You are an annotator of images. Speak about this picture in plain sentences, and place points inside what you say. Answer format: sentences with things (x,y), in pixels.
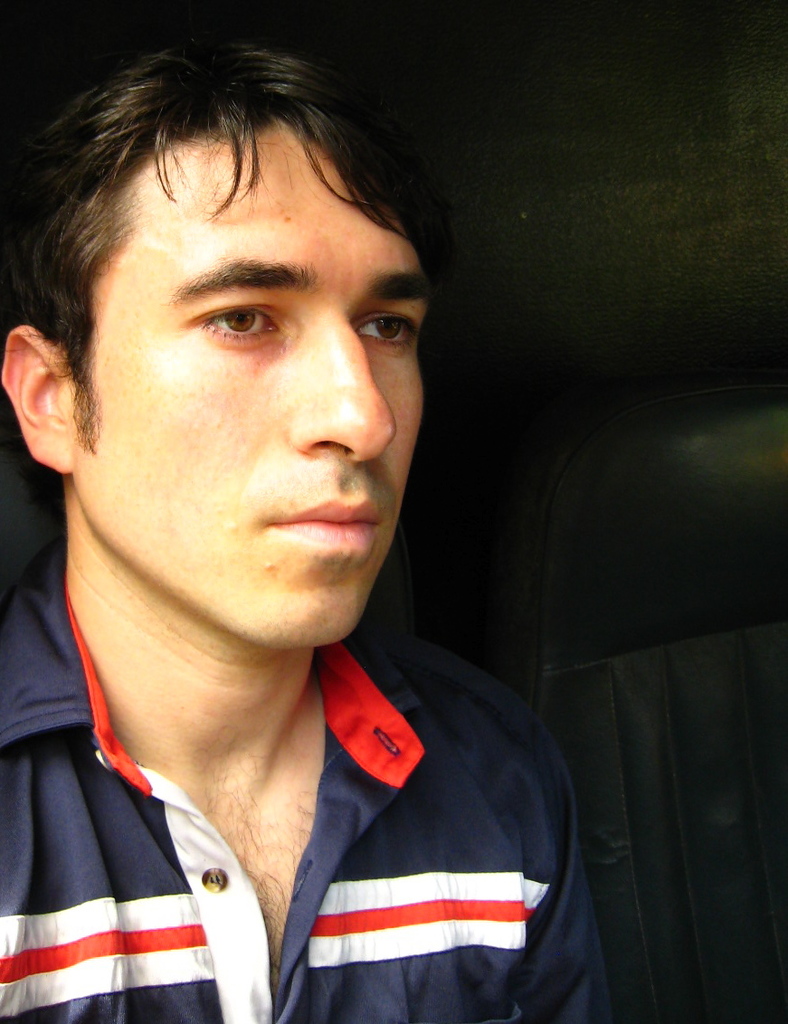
In this image there is a man (192,818). Beside him there is a seat (687,647). The background (565,147) is dark.
